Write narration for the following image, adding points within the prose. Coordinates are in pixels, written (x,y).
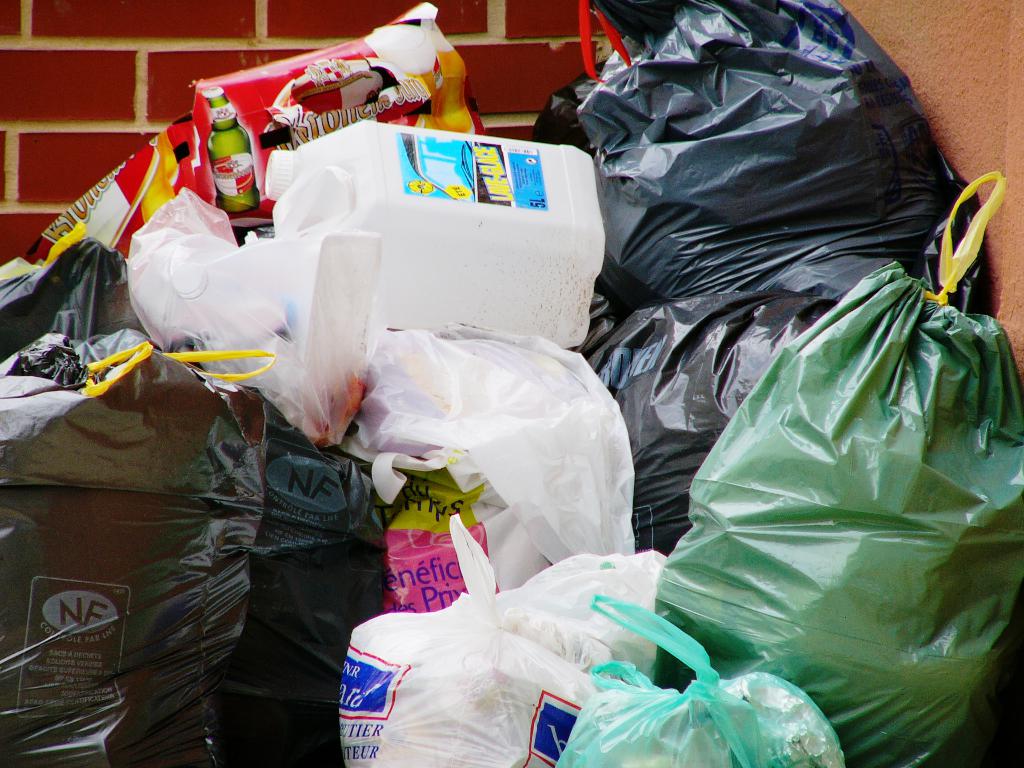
In this image, we can see some objects (845,448) like a few plastic bags (686,484), a white colored can (468,206) and the wall (383,13).
